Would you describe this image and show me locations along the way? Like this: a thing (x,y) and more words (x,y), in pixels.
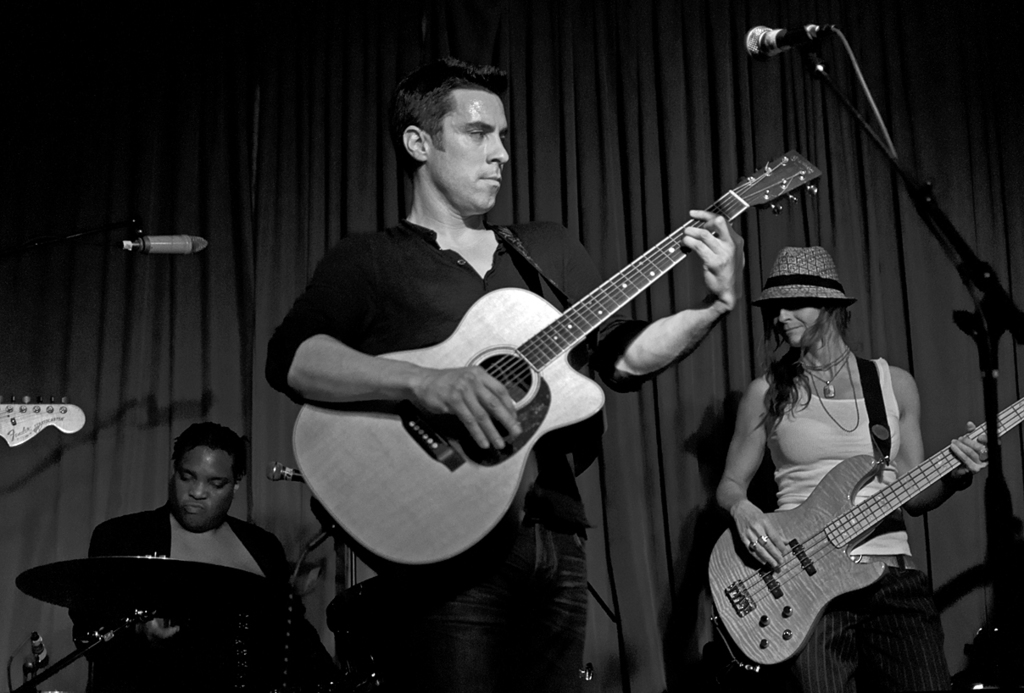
In this image people (437,295) are playing musical instrument (442,560). There are three people (229,543) in the image. The middle person (568,453) and right person (791,406) are playing guitar (721,600). All of them are having mic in front of them. In left side (196,555) one person (172,542) is playing drum (203,573). In the background (160,505) there is curtain (634,82). The middle person (544,460) is wearing black dress (507,554). Right side person (797,444) is wearing hat (829,278), t shirt (810,413). Left person (198,537) is wearing coat (158,542).
